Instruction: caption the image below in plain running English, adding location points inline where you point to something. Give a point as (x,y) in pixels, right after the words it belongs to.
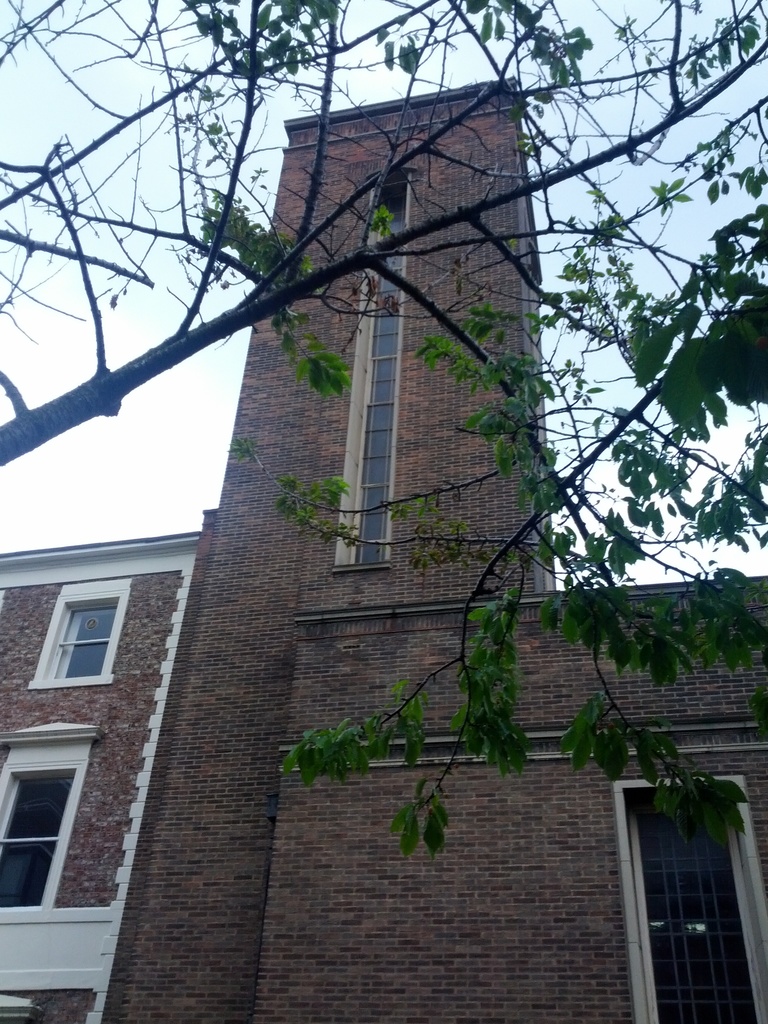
This picture contains a building (384,788) in brown color. At the top of the picture (703,340), we see a tree (727,323) and the sky (93,462).
